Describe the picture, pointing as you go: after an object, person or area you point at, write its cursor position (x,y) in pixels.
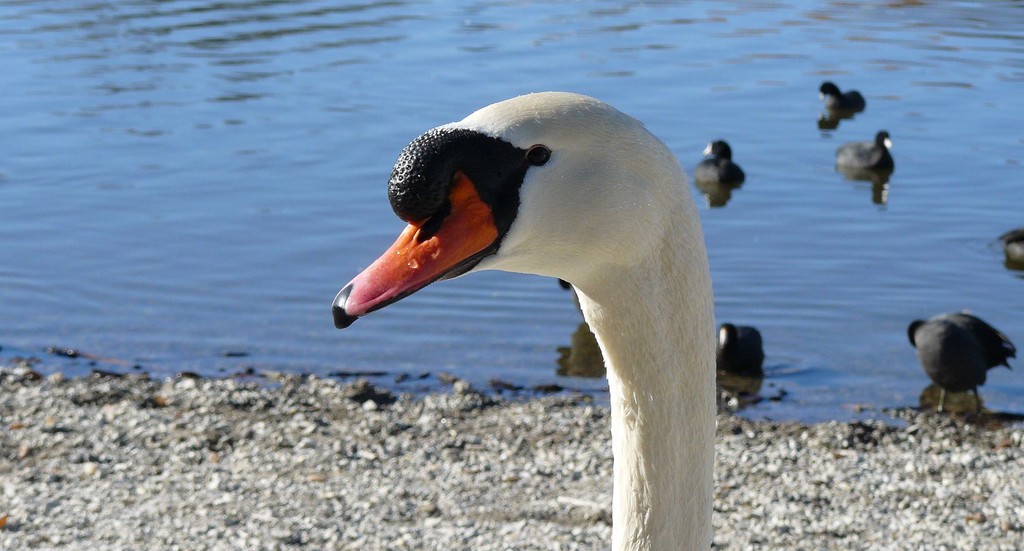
In the center of the image (490,264), we can see a swan (599,289) and in the background (803,111), there are ducks (827,89) on the water (732,315). At the bottom (325,472), there are stones (330,457).
